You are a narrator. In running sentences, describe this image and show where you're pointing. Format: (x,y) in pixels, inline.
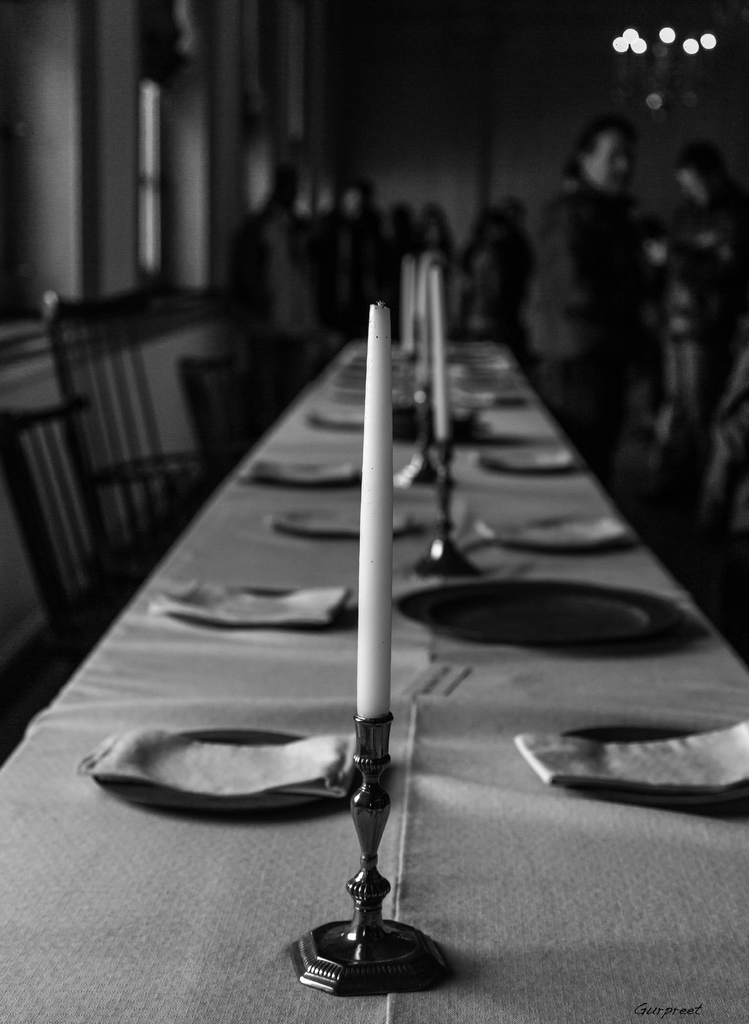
In this picture I can see the table (137,948) in front (387,649) on which there are candles (389,636), plates (657,598), clothes (277,617) and I see chairs (149,399) on the left side of this image (111,369) and few people (551,243) on the right side of this image (634,249) and I see that it is blurred in the background (284,82) and I see that this is white and black picture.
